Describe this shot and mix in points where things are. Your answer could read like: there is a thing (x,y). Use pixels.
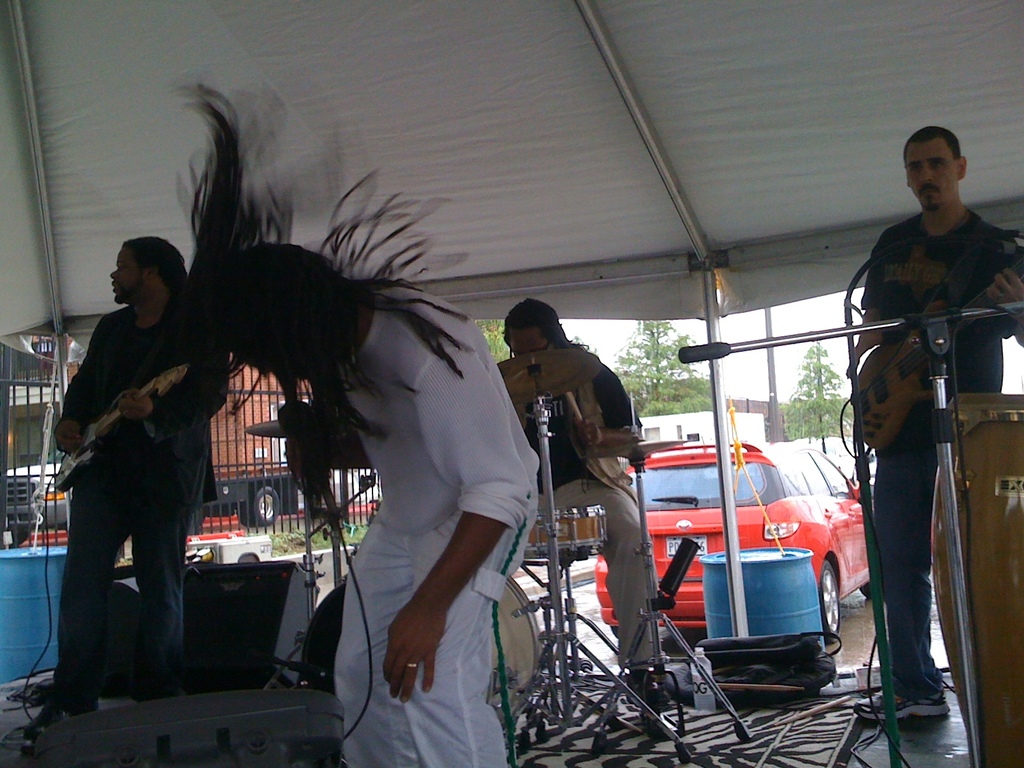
In the image there is two men (919,292) playing guitar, the middle man (410,526) with white dress (458,477) headbanging and man (625,504) on back side playing drums (625,451) and above its tent (520,79) and in whole background (824,518) its a red car (806,510), tree (815,409), sky (744,386) and building (713,421). Over to the left side (45,512) corner there is a truck (61,495).
